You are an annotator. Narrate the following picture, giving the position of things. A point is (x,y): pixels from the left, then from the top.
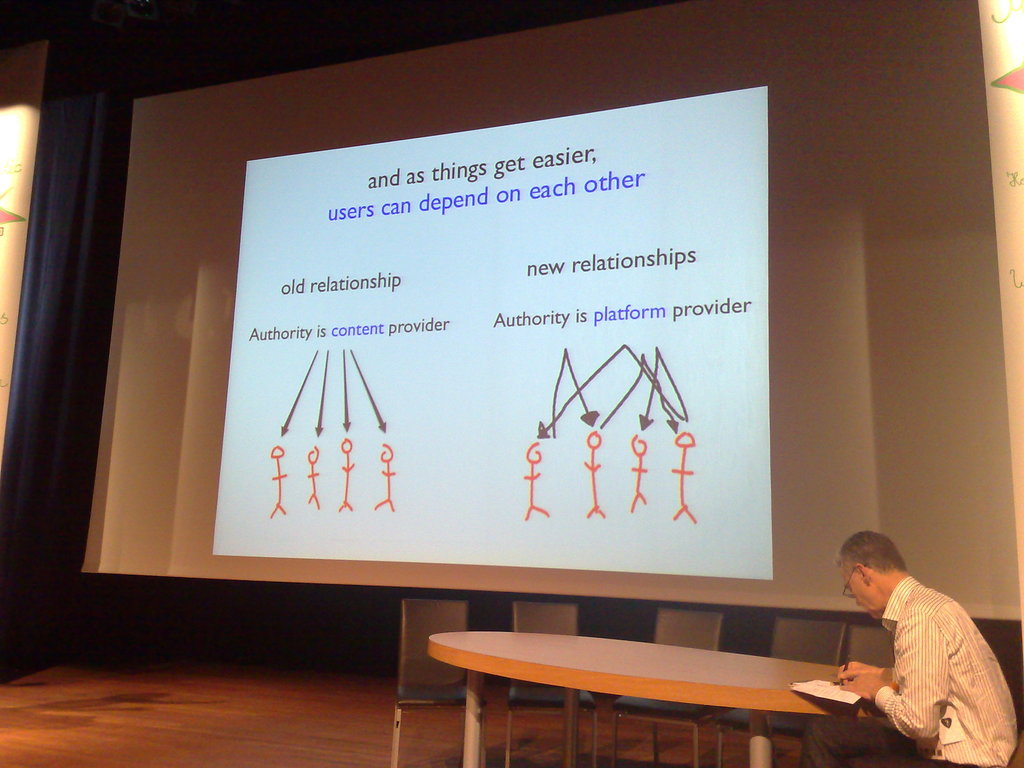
there is a man (917,720) sitting in a chair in front of a table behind him there is a big screen (956,572).
